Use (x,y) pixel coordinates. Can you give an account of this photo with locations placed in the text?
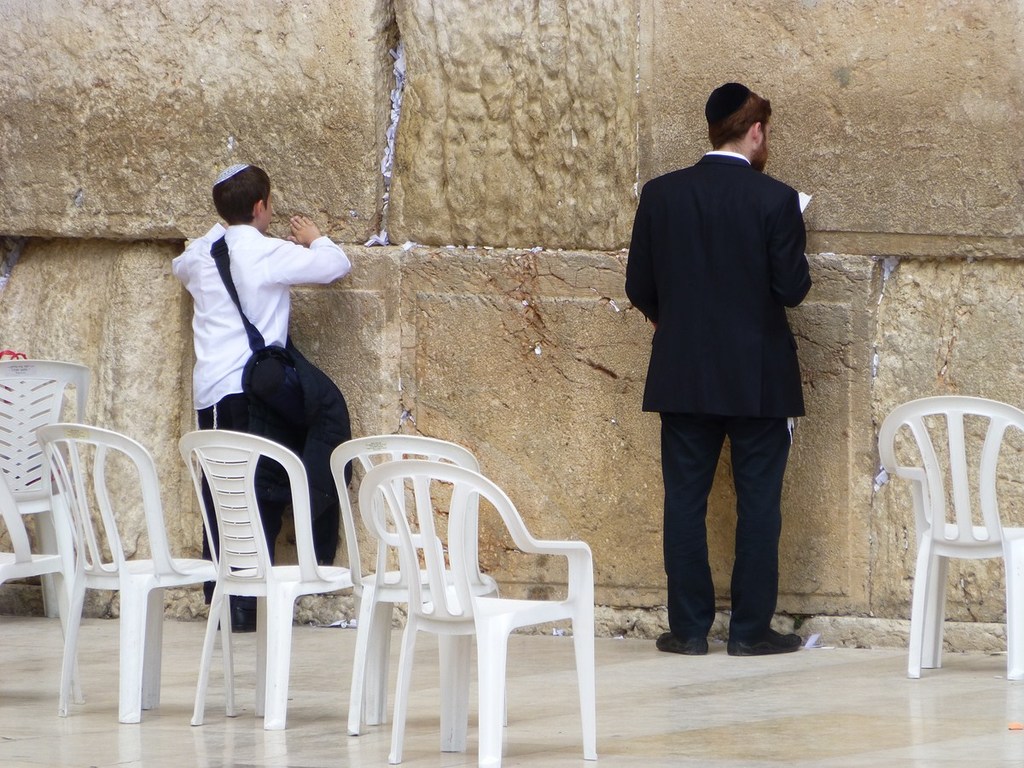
In this picture we can see man (654,193) and boy (280,267) facing to the wall (537,122) where this man (668,330) is holding paper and this boy (240,264) is carrying bag (316,419) and at back of them we can see chairs (435,566) on floor (687,691).
